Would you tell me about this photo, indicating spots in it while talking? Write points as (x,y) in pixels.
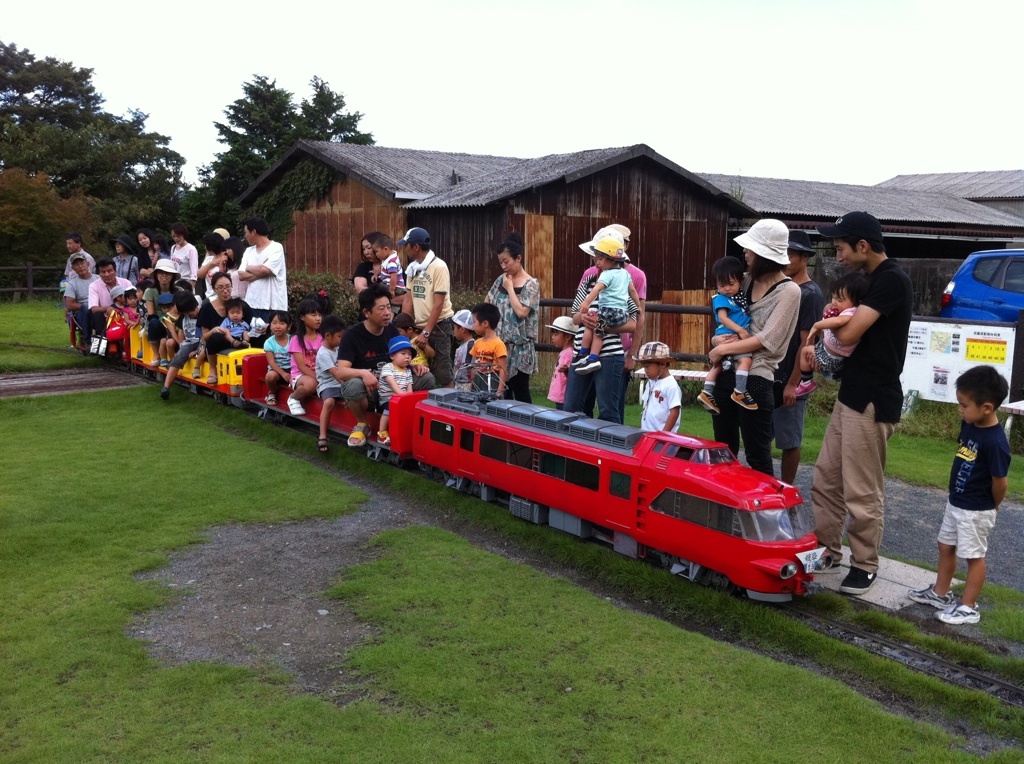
In this image I can see group of people (761,374) some are sitting on the train (441,405) and some are standing. The train (589,482) is in red and yellow color, at back (571,230) I can see houses (518,226) in brown color, trees (287,116) in green color and sky (450,89) in white color.
